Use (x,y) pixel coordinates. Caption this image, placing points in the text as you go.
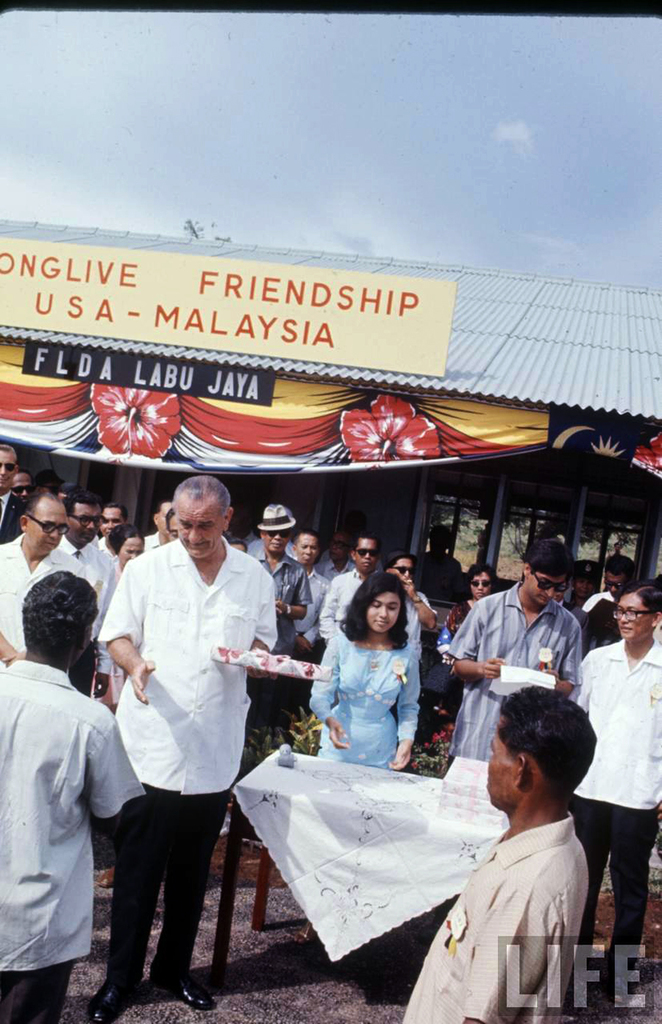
In this picture there is a woman (369,705) who is standing near to the table (431,813), beside her I can see many men (652,766). In the back (553,520) I can see the shed (645,492). On the left (22,351) I can see the board (428,310) and banner (296,431). At the top (362,91) I can see the sky (217,88) and clouds (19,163). In the bottom right corner (577,997) there is a watermark (557,992).
